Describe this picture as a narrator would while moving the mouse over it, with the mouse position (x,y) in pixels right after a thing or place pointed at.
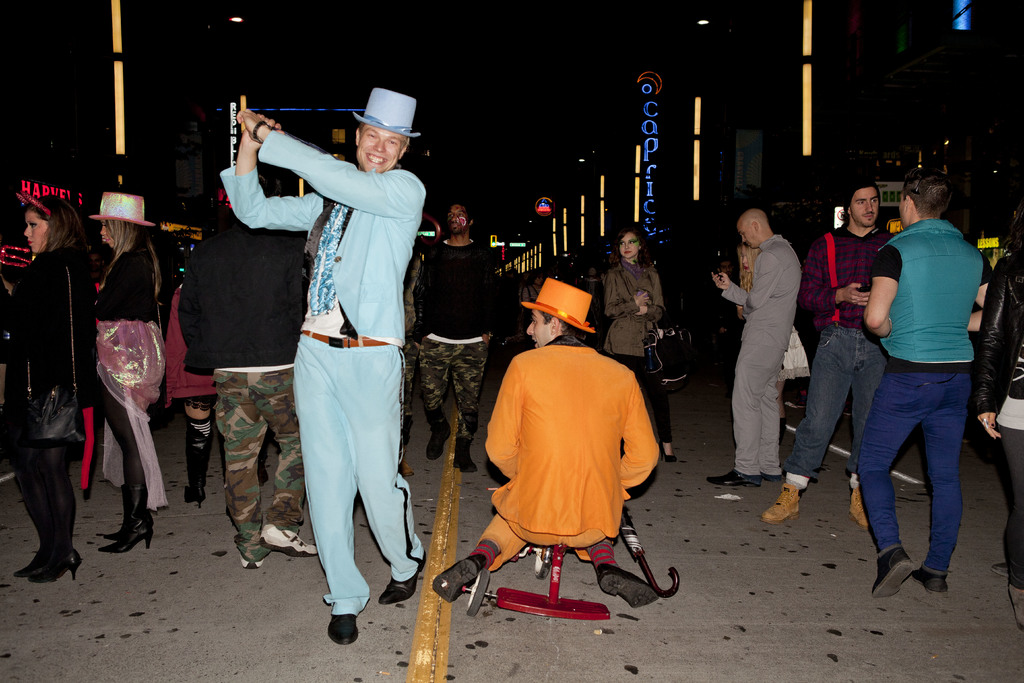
In this image I can see few persons (626,431) standing on the road (445,537). On either side of the image I can see few buildings (899,154). At the top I can see two lights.
